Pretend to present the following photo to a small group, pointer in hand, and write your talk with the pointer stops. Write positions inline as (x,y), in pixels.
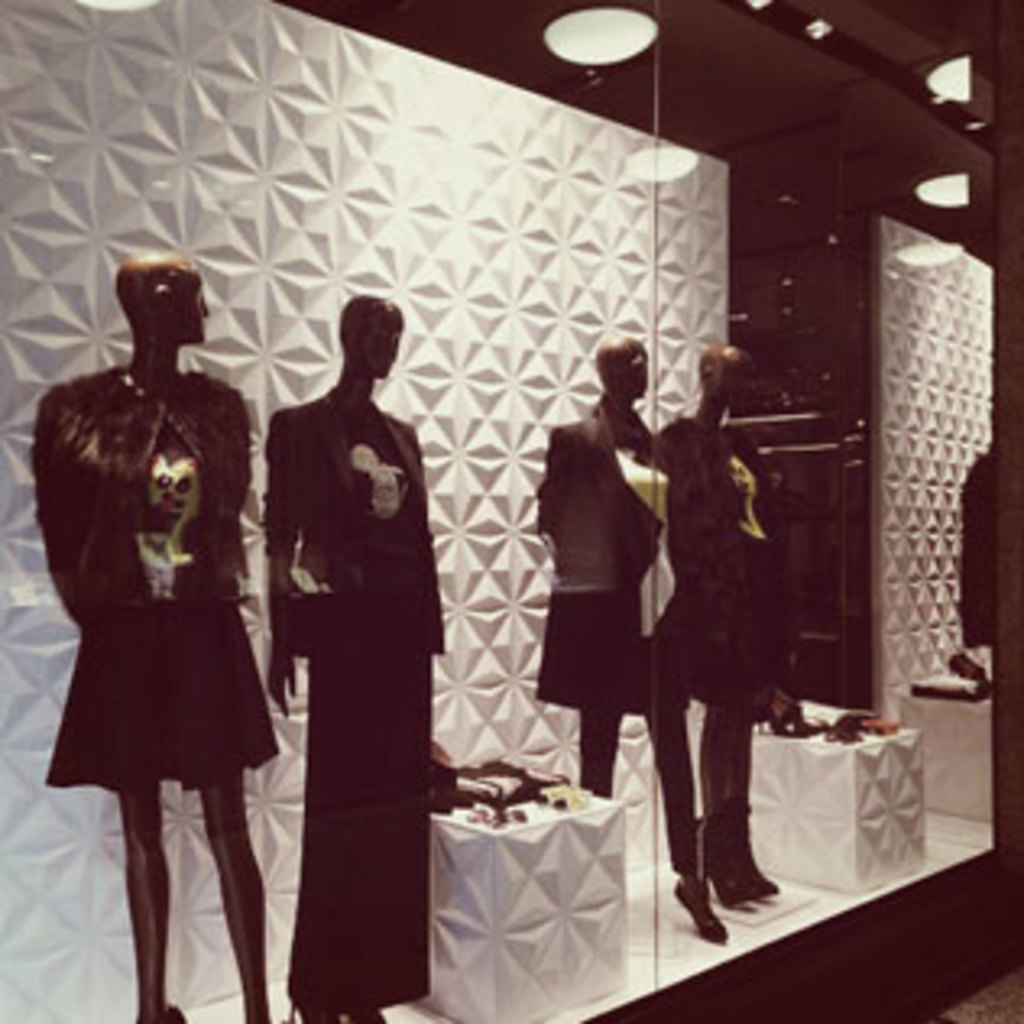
In this picture I can see four mannequins (596,782) with dresses (400,868), there are some items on the stools (935,789), there are lights (817,24).
